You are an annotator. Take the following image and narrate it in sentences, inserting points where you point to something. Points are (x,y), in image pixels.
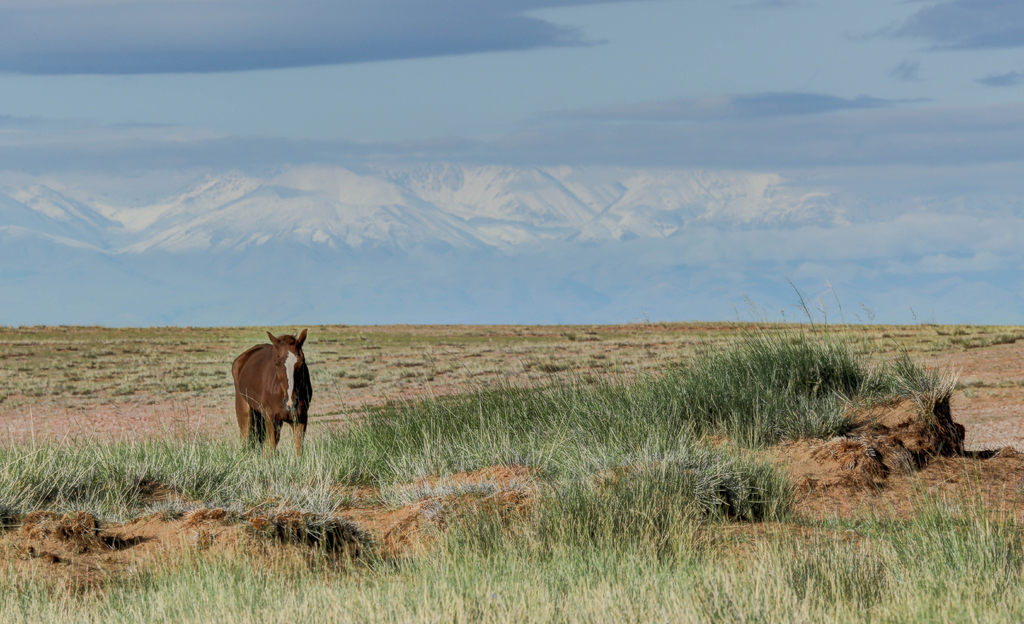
In this image we can see a horse (254,398). On the ground (386,429) there is grass (436,541). In the background (503,318) there are mountains (441,196) and sky (389,65).
